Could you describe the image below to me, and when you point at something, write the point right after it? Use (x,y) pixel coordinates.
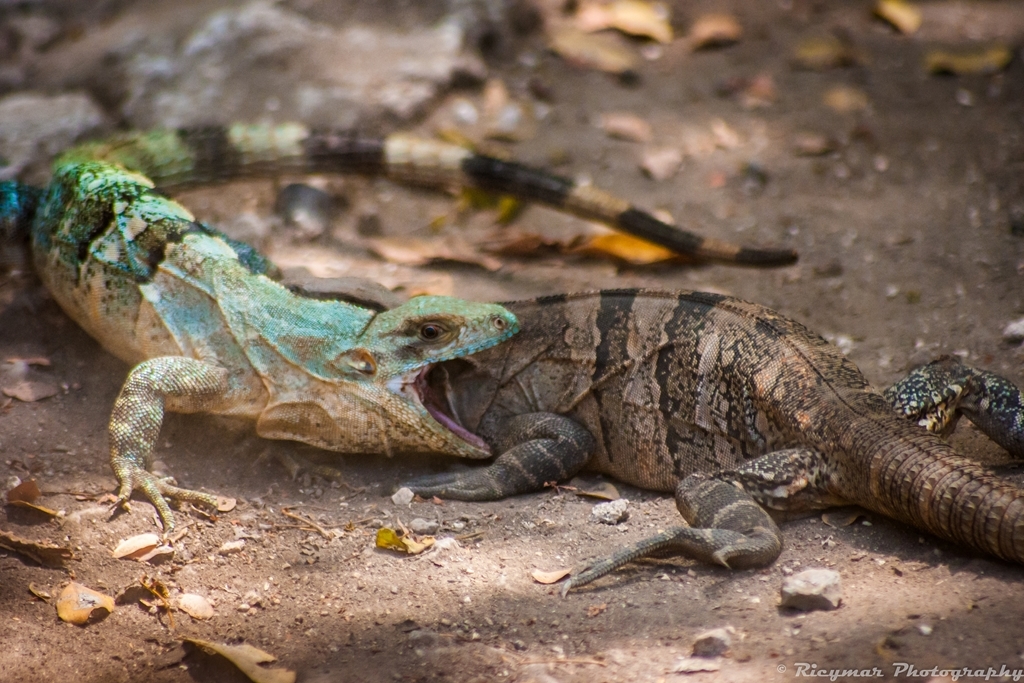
In this picture I can observe two reptiles (436,386). They are in green, brown and black colors. The background (22,133) is blurred.
